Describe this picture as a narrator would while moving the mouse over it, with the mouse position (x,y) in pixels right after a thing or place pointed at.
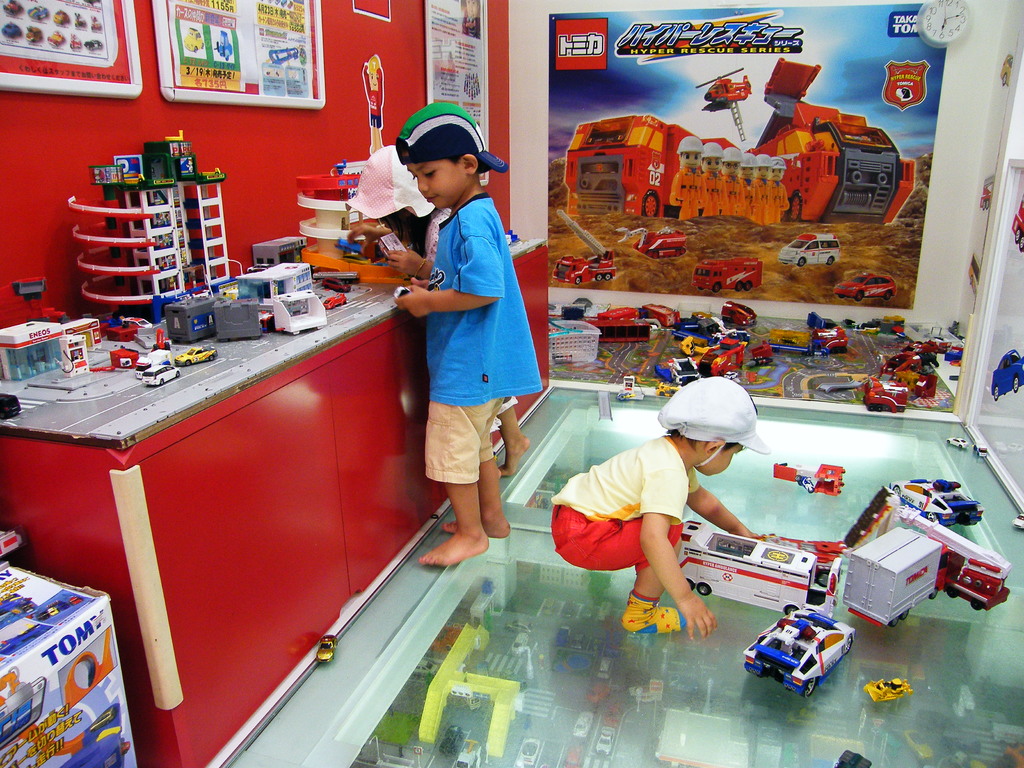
This picture is an inside view of a room (619,729). In the center of the image (679,483) we can see a kid (612,522) is bending and wearing a dress (567,539), cap (684,432) and holding a toy (741,560). On the left side of the image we can see two kids (504,264) are standing and holding the toys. In-front of them, we can see the cupboards (351,366), toys (246,323). In the background of the image (613,252) we can see the toys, box (73,626), posters (235,2) on the wall (497,153), boards (186,23) on the wall (525,117), clock (928,36), door (1006,264). At the bottom of the image (349,670) we can see the floor (697,665).
